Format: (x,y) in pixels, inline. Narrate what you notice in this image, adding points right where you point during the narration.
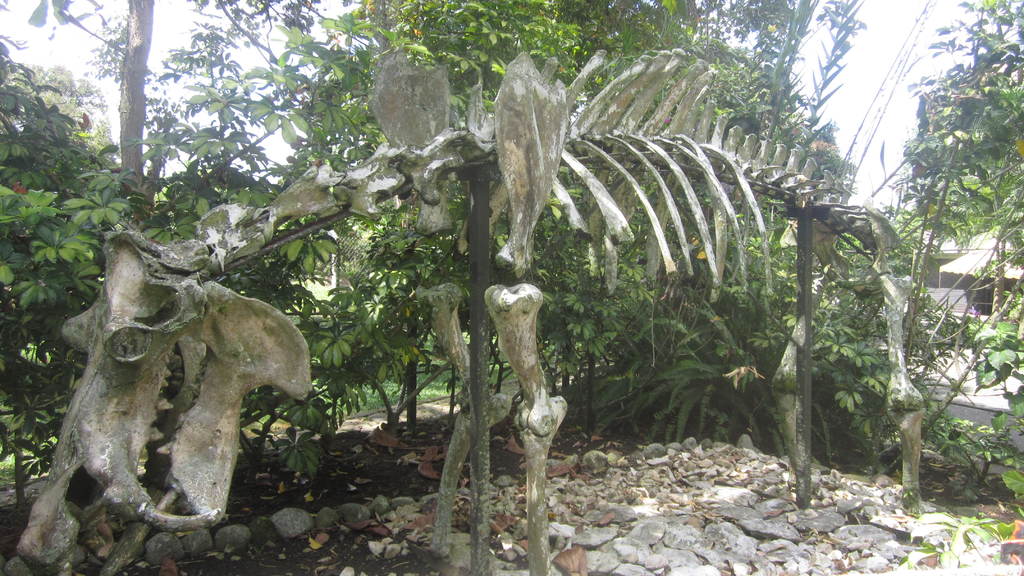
In the picture I can see the skeleton (764,179) of an animal (450,358) is placed on the stones (766,528), I can see dry leaves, trees (723,287), wires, tent (991,243), grass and the sky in the background (908,90).
